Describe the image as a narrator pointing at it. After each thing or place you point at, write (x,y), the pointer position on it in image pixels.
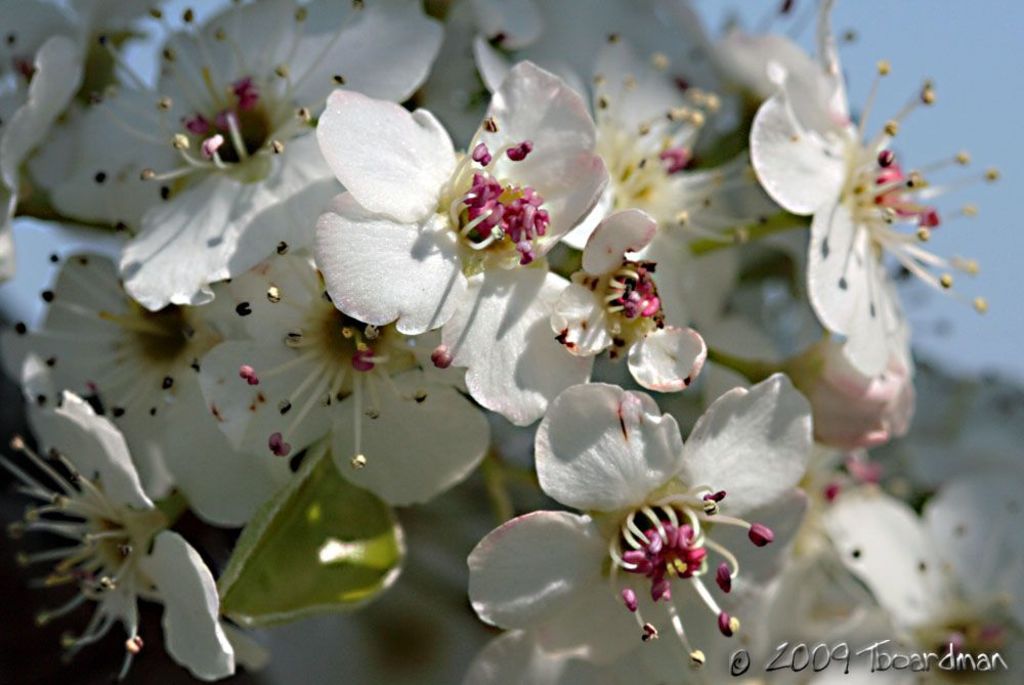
In this picture we can see some white flowers (190,492). There is some text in the bottom right (825,651).
